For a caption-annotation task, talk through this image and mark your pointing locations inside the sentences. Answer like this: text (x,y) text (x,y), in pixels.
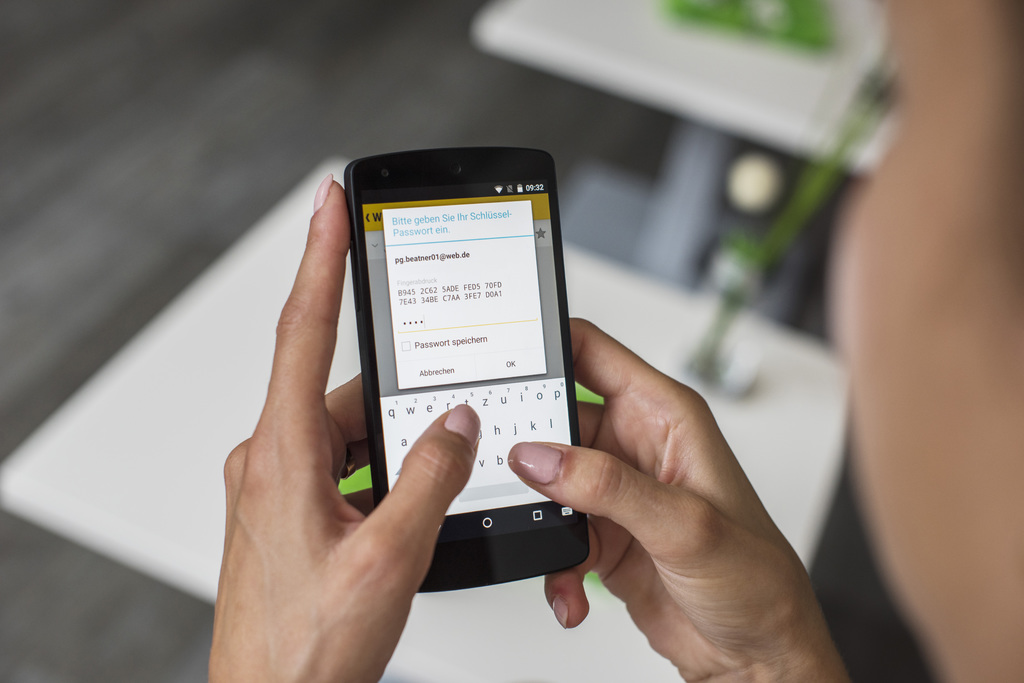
In this image, we can see a person (633,407) holding a mobile (477,486) and there is some text (439,343) on it. In the background (688,212), we can see some objects (611,189).
